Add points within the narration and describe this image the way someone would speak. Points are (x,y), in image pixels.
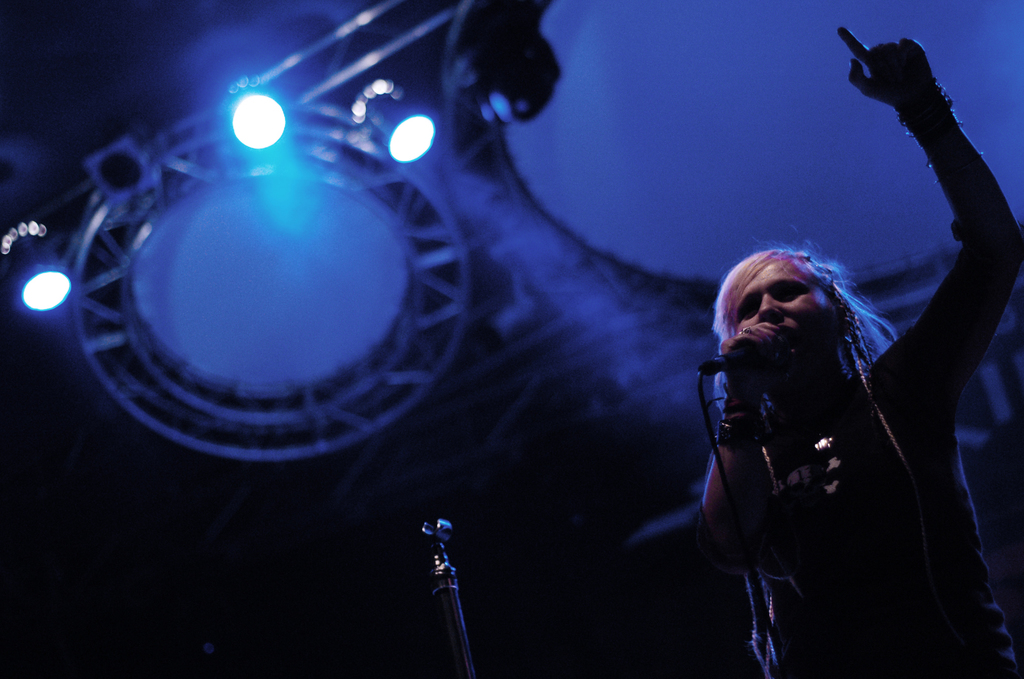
In this image we can see a person (884,516) standing a mic (763,360) in the hand (757,371). In the background (261,164) there are electric lights (268,144) and grills (440,258).
